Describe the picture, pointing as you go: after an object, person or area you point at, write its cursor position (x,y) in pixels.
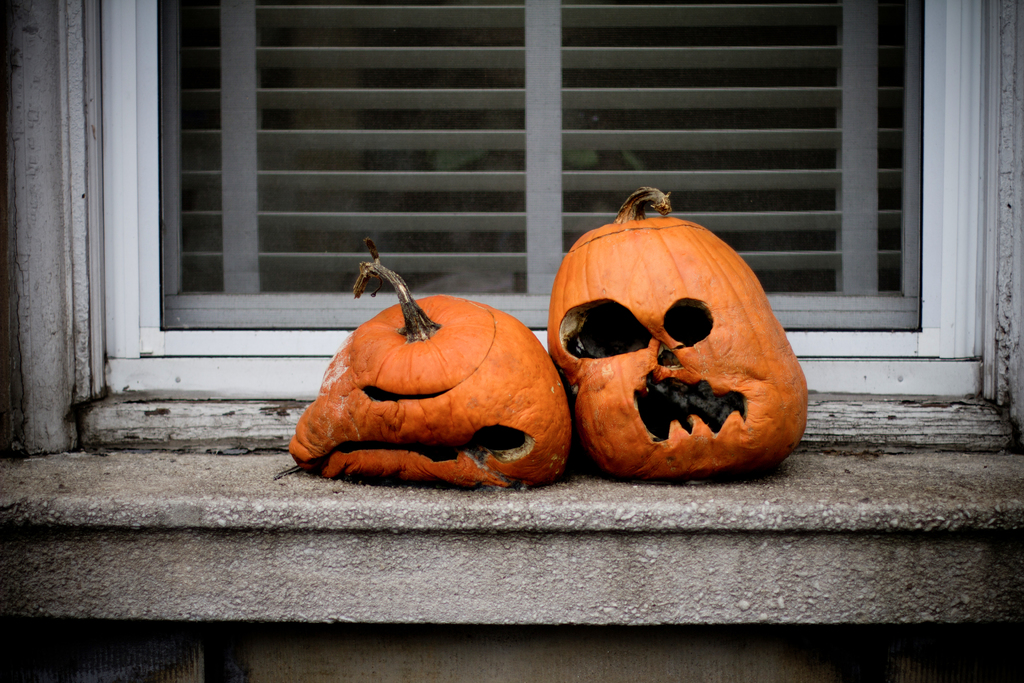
In this image there are two pumpkins (443,456) on the concrete platform (305,487) in front of a wooden window (316,233).
